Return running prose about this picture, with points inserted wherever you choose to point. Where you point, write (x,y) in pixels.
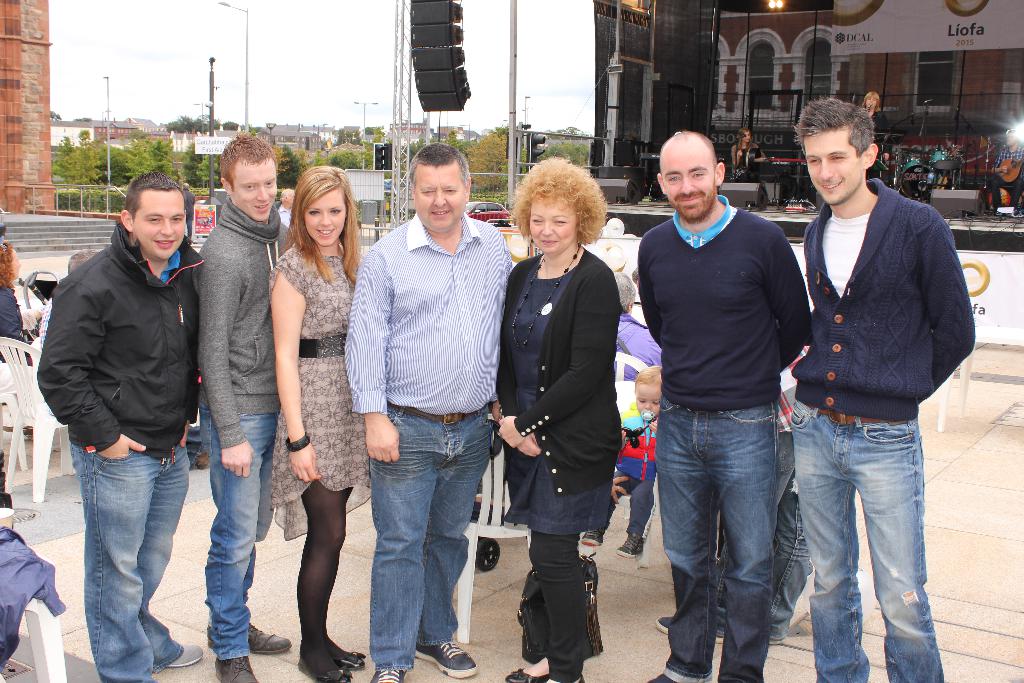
In this image, there are a few people (413,589). Among them, some people (5,285) are sitting on chairs (492,540). We can see the ground (54,507). We can also see a stage (987,230) with some musical instruments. There are a few boards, trees (479,191), poles (248,110), houses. We can also see the sky (334,51) and a black colored object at the top (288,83). We can also see some stairs (54,225) and an object (37,185) on the left (37,206). We can also see a vehicle (475,209).
